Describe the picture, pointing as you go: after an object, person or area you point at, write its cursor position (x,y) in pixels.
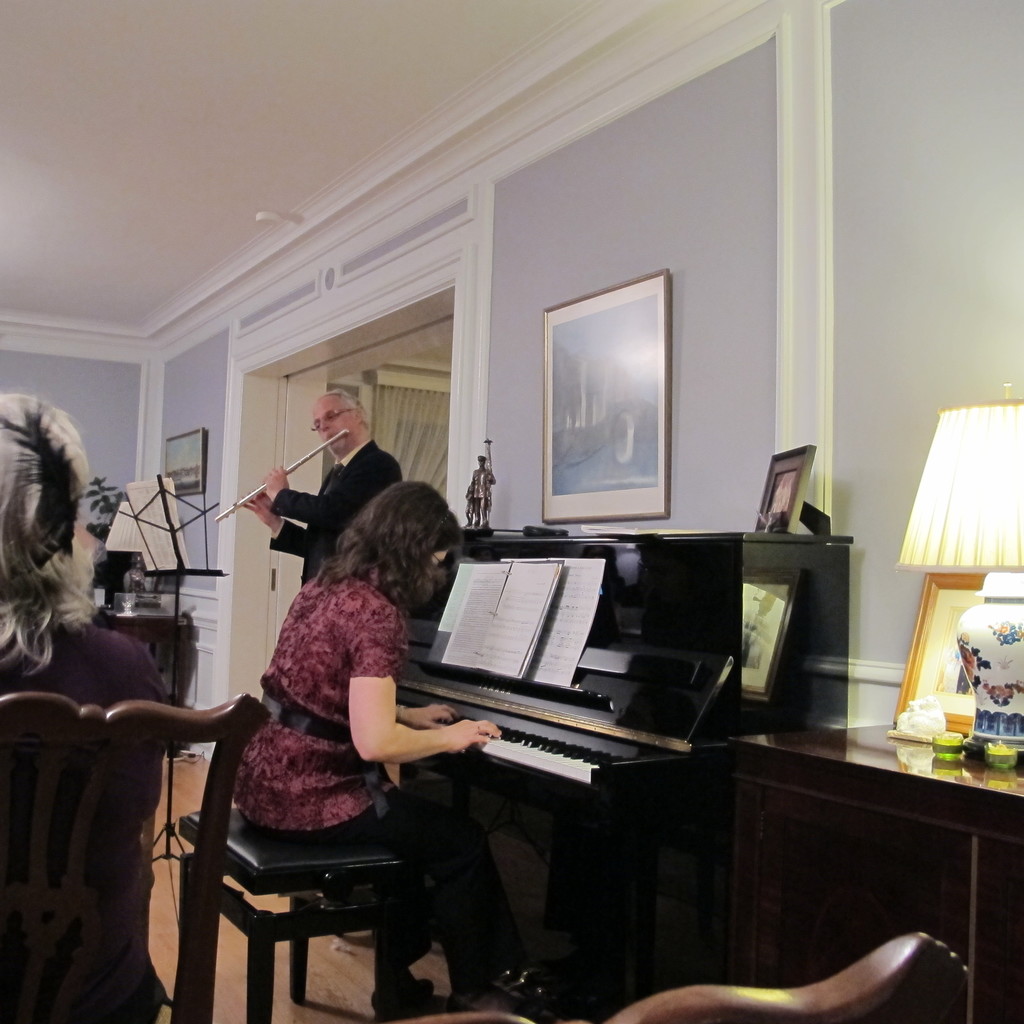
In this image at the center (430,573) there is a woman (372,764) who sat on chair (379,920) and playing piano (523,761) and behind her there is an old man (345,471) who is playing flute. And there is a person (130,794), she sat on chair (75,830). It seems like a house (674,513). There is a lamp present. It seems like a well decorated house (1009,289).
